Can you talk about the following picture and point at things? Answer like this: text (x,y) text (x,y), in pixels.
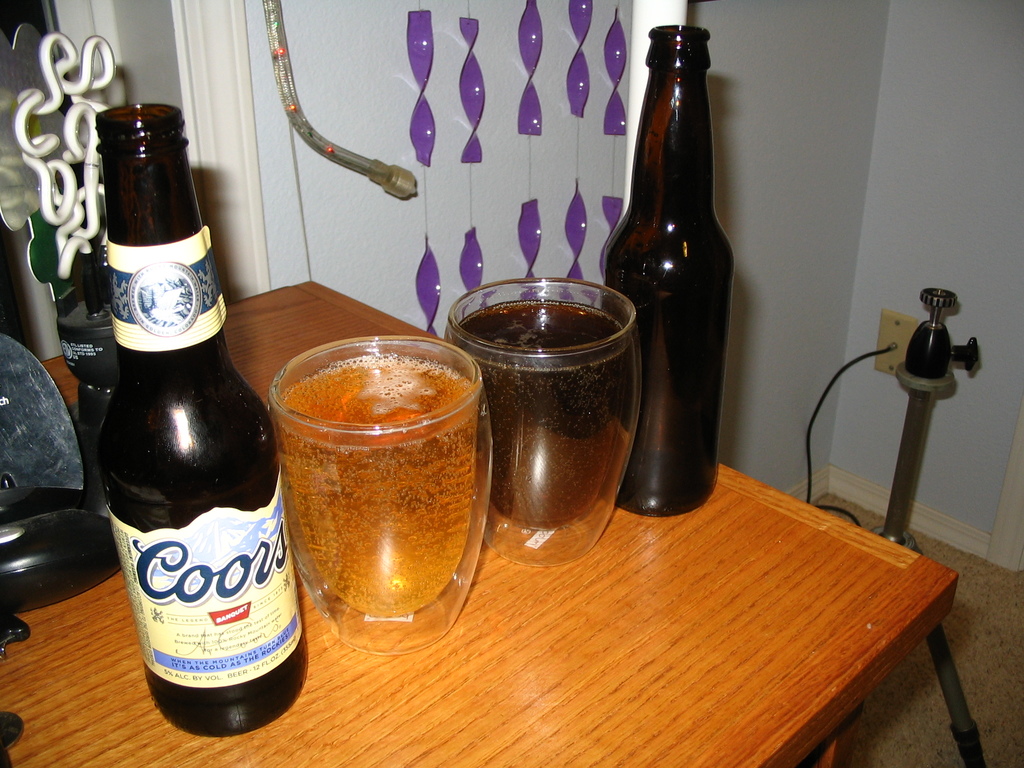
In this image, we can see a table (642,602) contains bottles (161,507) and glasses (549,439). There are decors (585,82) at the top of the image (573,76). There is a pipe (912,452) in the bottom right of the image (956,694). There is an object (275,44) in front of the wall (387,217).
